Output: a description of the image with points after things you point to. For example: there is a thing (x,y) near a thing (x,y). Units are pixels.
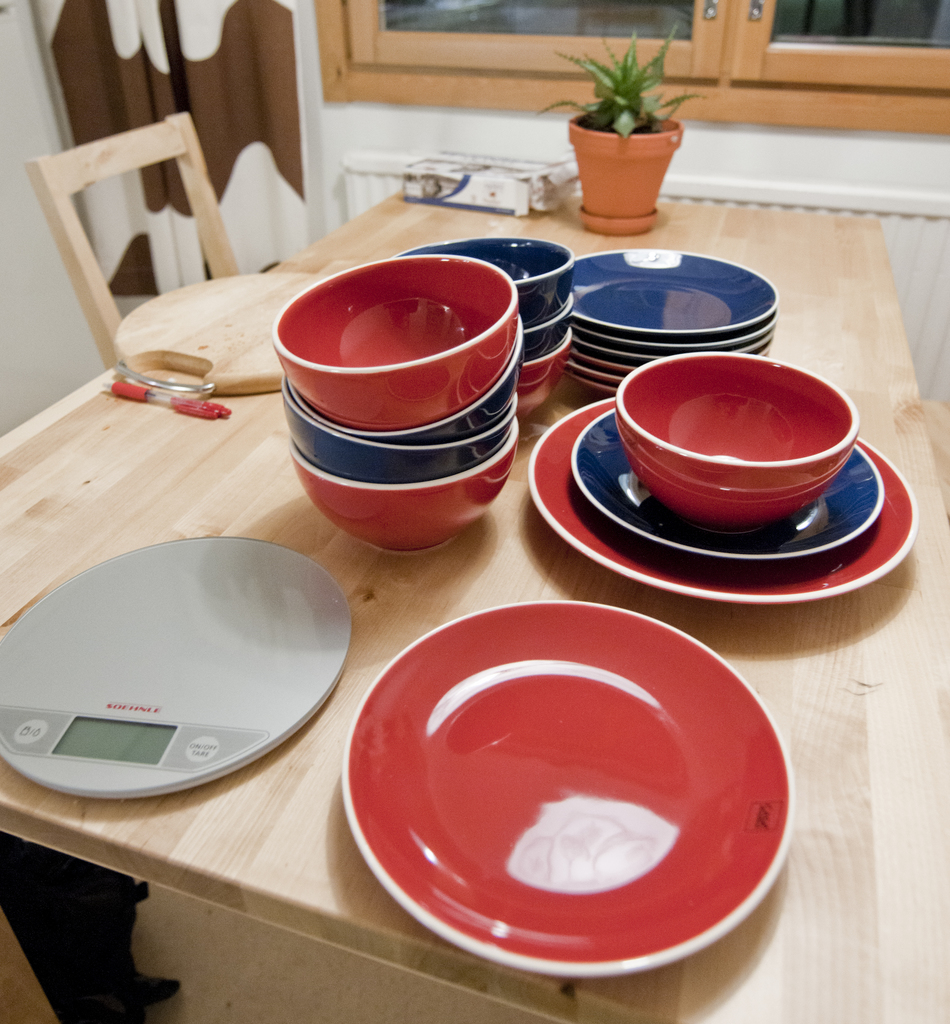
We can see bowls (467,494), plates (431,749), a bowl (724,434) on a saucer (769,541) on a plate (715,577), an electronic device (152,659), plant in a pot (607,177), pad (264,306), pen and an object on a table (505,555) and we can see a chair (104,153). In the background (171,190) there is a wall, curtain (131,49) and window doors (353,34). On the left (115,958) at the bottom corner (133,959) there is an object (80,968) on the floor (285,1000).
